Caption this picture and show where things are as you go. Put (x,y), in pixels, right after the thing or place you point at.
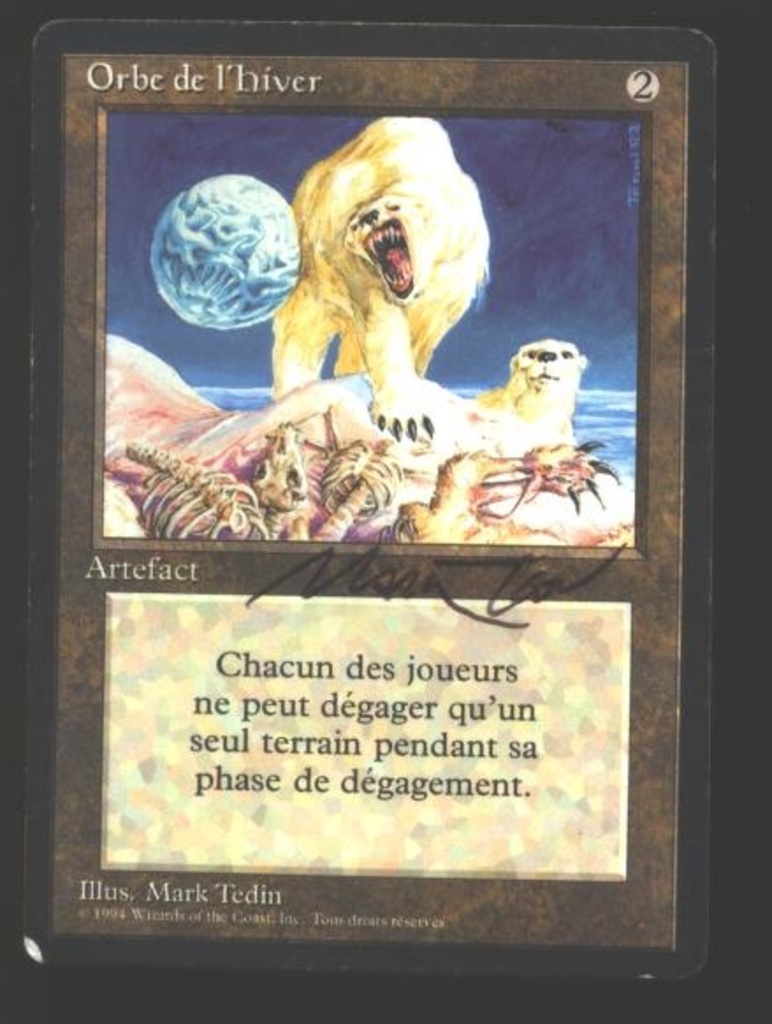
In this image there is a poster (142,225) in that poster (474,849) there are animals (285,298) and some text (222,737).
